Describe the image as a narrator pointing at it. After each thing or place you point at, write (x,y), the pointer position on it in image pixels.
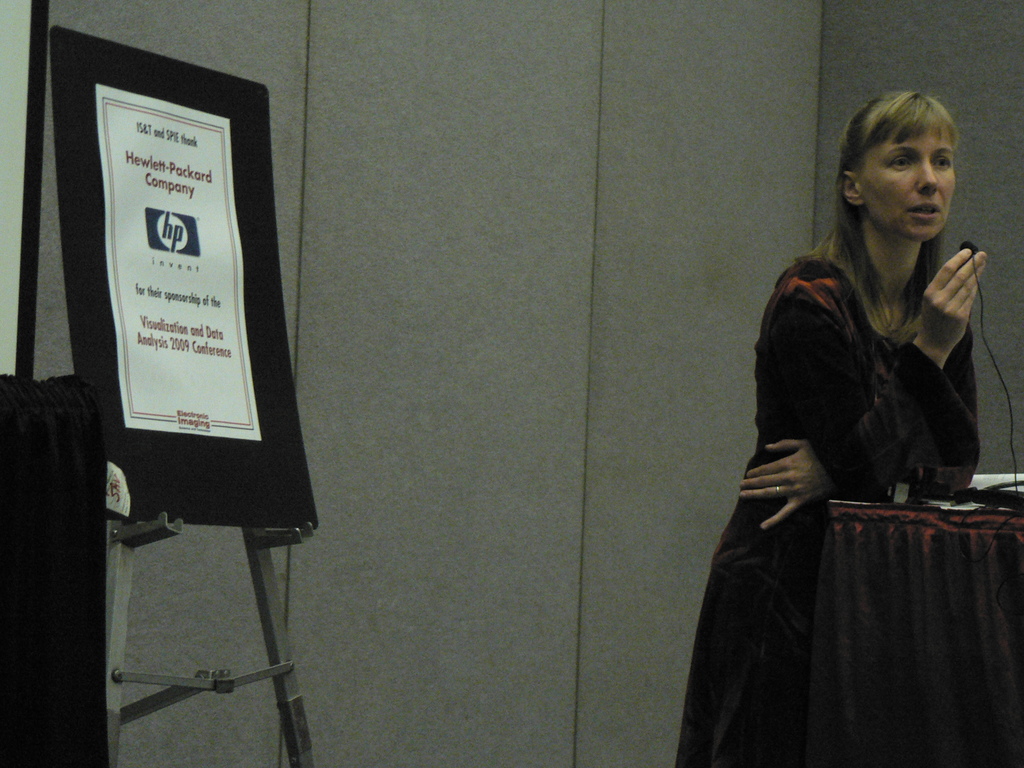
In the image we can see a woman (843,484) standing, wearing clothes (772,626), finger ring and she is holding a microphone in her hand (950,279). Behind her we can see the poster (167,377) and text (156,322) on it. Here we can see the podium (885,597), cable wire (992,546) and the wall (540,511).
